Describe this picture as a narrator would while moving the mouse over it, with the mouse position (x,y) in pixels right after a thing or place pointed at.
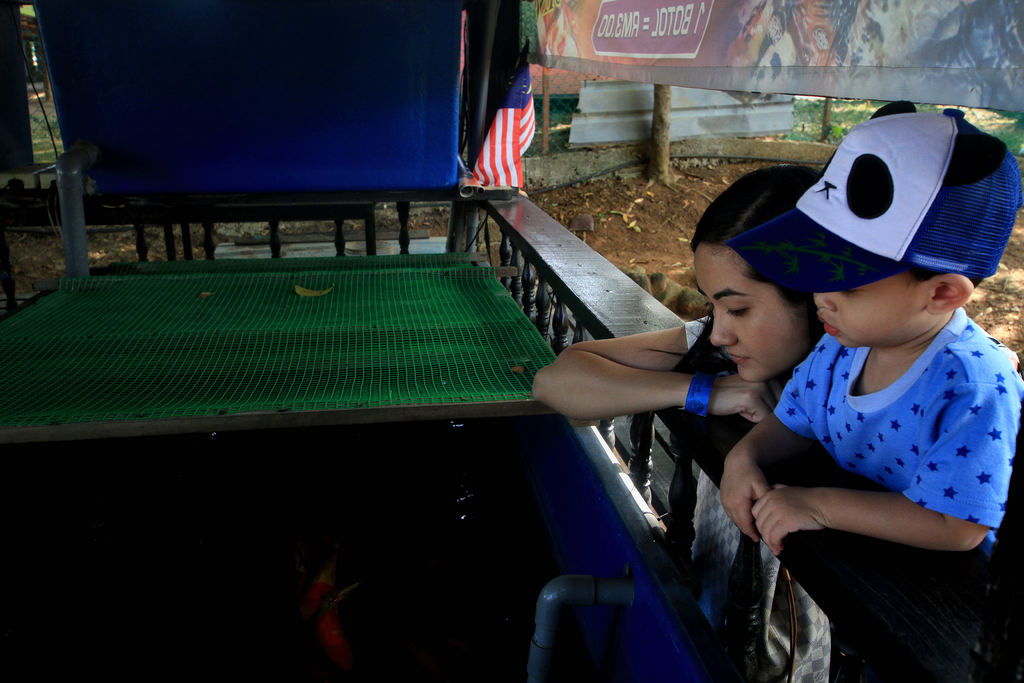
In this image we can see a fish tank (331,545) with fishes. On the right side of the image (786,291) there are persons (757,335) watching into the fish tank (532,417). In the background of the image (405,162) there is another tank (322,49), banner (651,52), flag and other objects (716,119).
